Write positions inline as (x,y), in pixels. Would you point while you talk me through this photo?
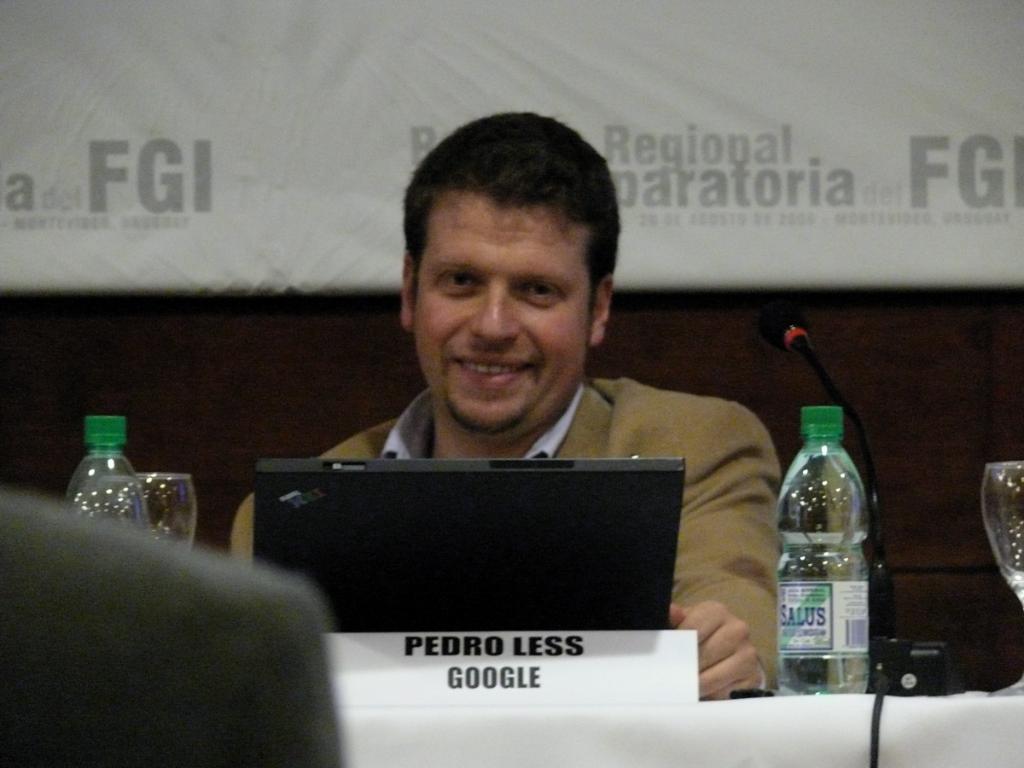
In this picture we can see a man (631,379) sitting on a chair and smiling in front of a table (1013,700). On the table (867,701) we can see laptop (397,525), water bottles (798,565) and a board (603,678). On the background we can see a board (787,95). This is a mike (813,359).
